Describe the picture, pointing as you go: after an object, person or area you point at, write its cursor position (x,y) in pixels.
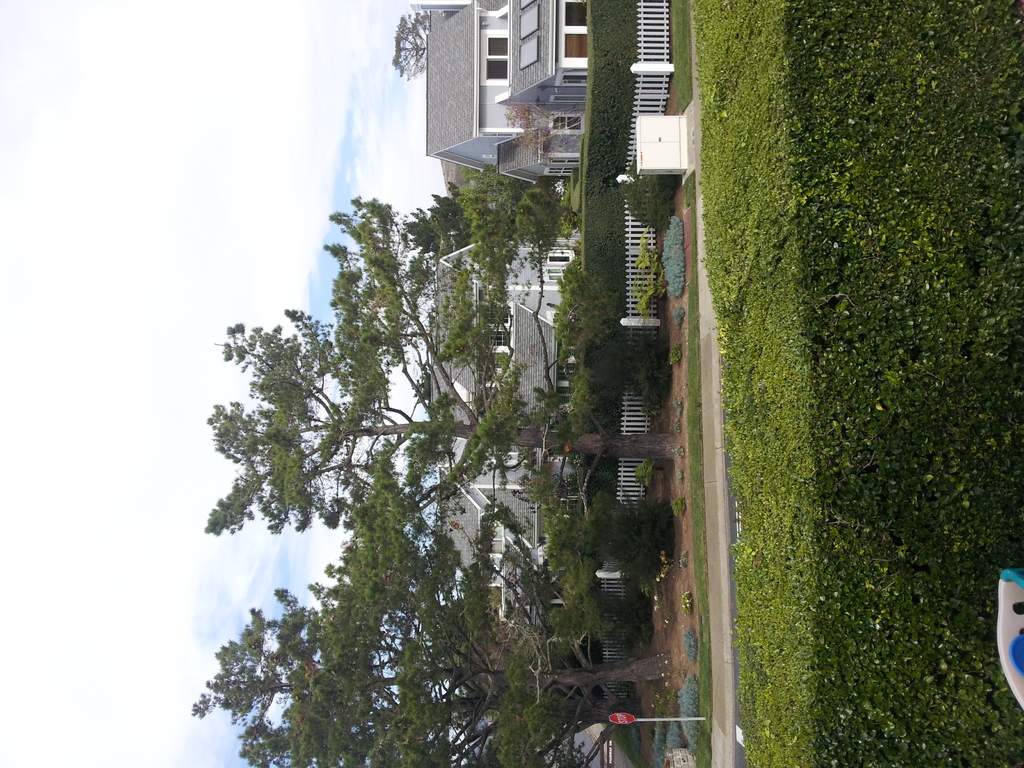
In this image we can see the lawn (691,423), stop board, fence (609,655), trees (612,667), houses (505,537) and the sky (123,327) with clouds (33,250) in the background (46,83).
